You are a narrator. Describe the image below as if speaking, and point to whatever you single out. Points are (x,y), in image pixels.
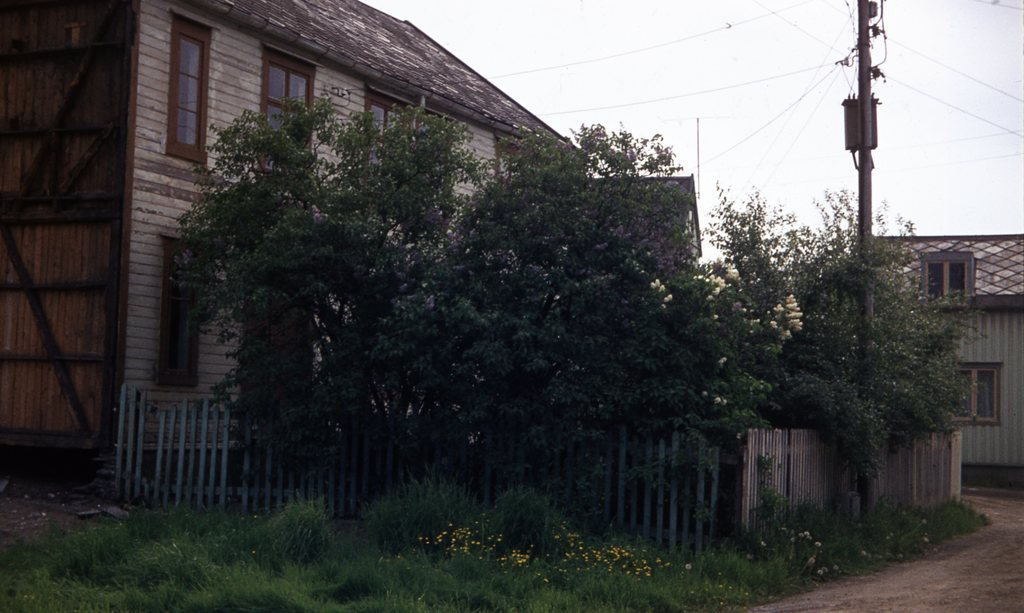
This picture shows few buildings (189,41) and we see trees (526,316) and a wooden fence (750,438) and we see grass (831,551) on the ground (873,533) and a electrical pole (860,355) and we see a cloudy sky (912,110).
